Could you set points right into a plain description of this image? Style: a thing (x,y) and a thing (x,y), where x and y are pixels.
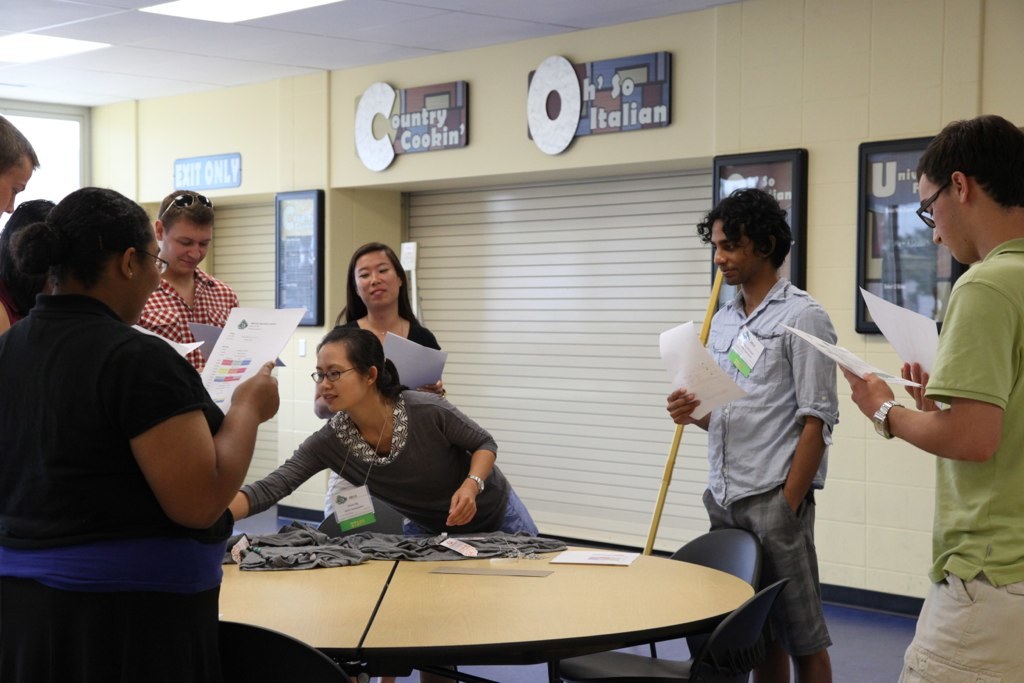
In this image I can see there are group of people (330,422) who are standing beside a table (487,588) by holding a piece of paper (275,344) in their hands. Behind this people (374,378) we have a shutter (559,316) and a few photos (869,192) on the wall (865,135).
